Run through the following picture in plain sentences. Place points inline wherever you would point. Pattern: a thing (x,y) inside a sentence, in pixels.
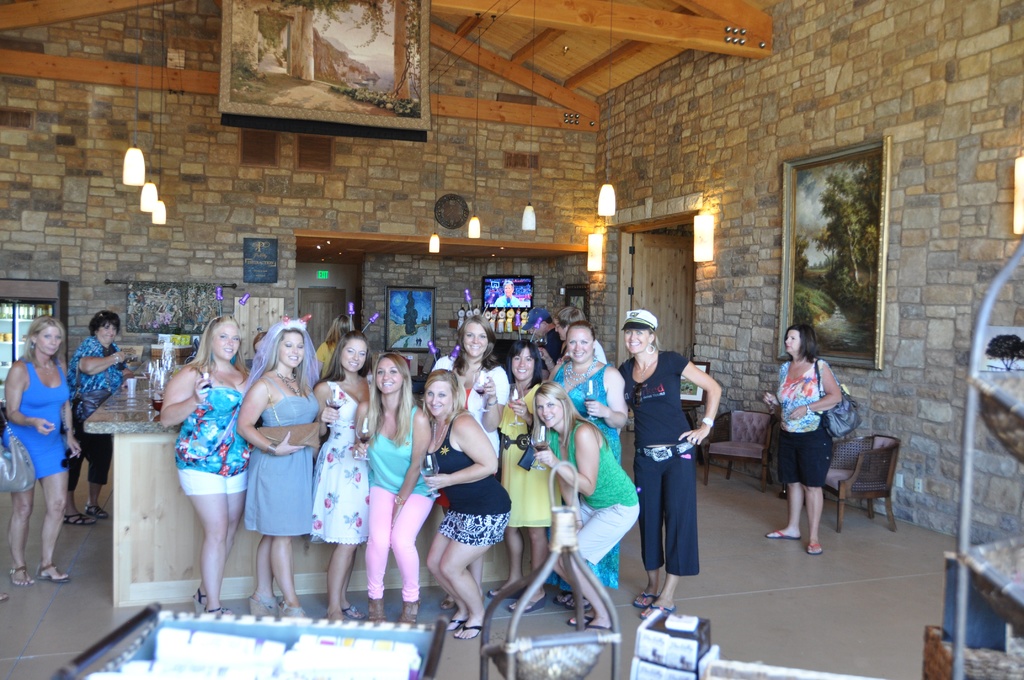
There is a group of persons (457,503) standing as we can see in the middle of this image (434,433). There is a wall (564,277) in the background (561,303). There are photo frames (397,295) attached as we can see in the middle of this image (408,303). There are some lights (131,152) hanging at the top of this image (135,164). There are some chairs (738,415) on the right side of this image (766,471).
